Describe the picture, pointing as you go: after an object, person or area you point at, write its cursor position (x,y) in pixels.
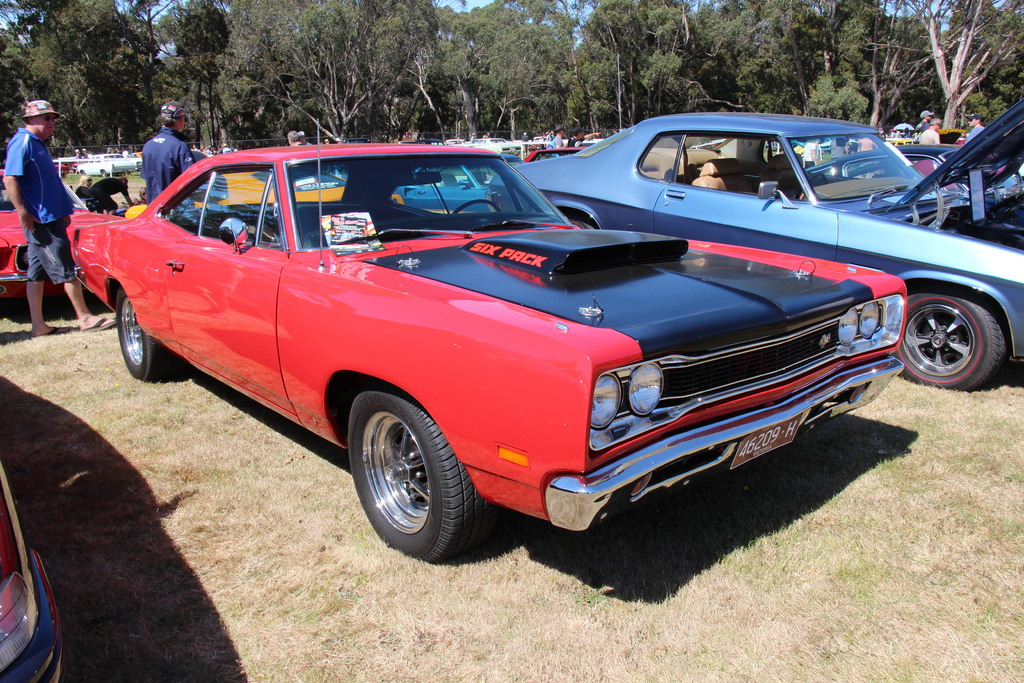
In this image I can see a car (344,307) which is red and black in color on the ground (488,548) and to the right side of the image (745,218) I can see another car (837,229) which is blue in color on the ground (959,432). In the background (927,15) I can see few persons (22,135) standing, few other vehicles (955,133), few trees (557,87) and the sky (158,35).
